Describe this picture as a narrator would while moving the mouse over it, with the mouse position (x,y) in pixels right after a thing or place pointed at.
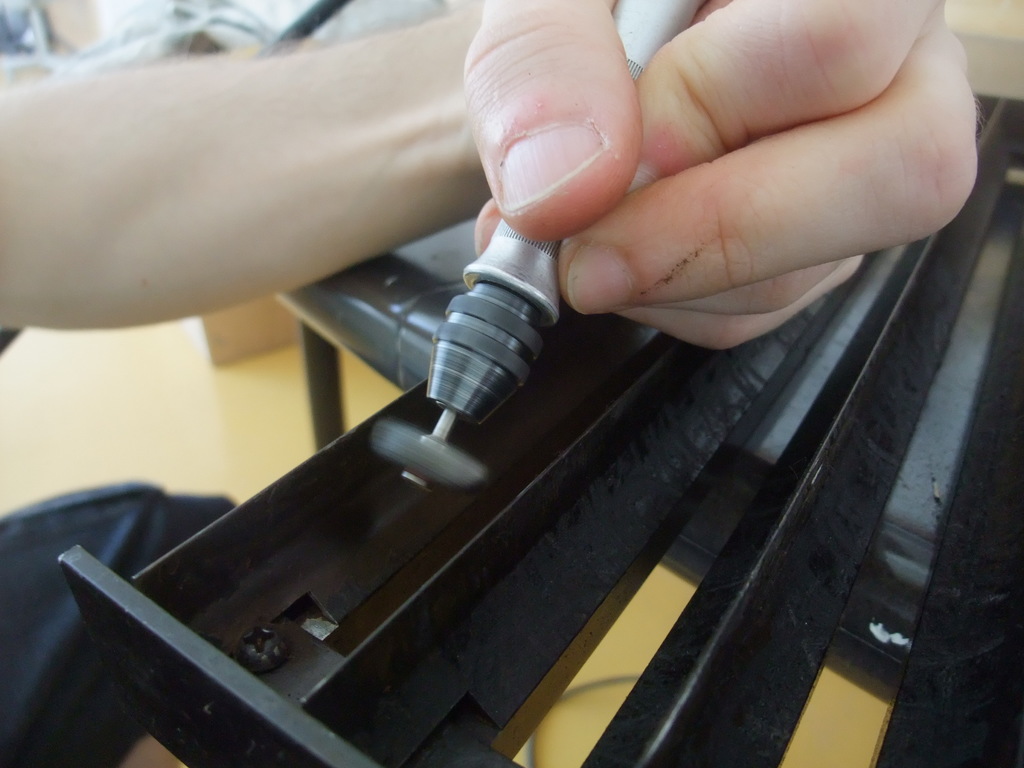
In this image I can see the person (433,209) holding the tool (435,400) which is in grey and silver color and I can see the black color iron rod (514,579). In the back (168,434) there is a brown color floor (117,407).
